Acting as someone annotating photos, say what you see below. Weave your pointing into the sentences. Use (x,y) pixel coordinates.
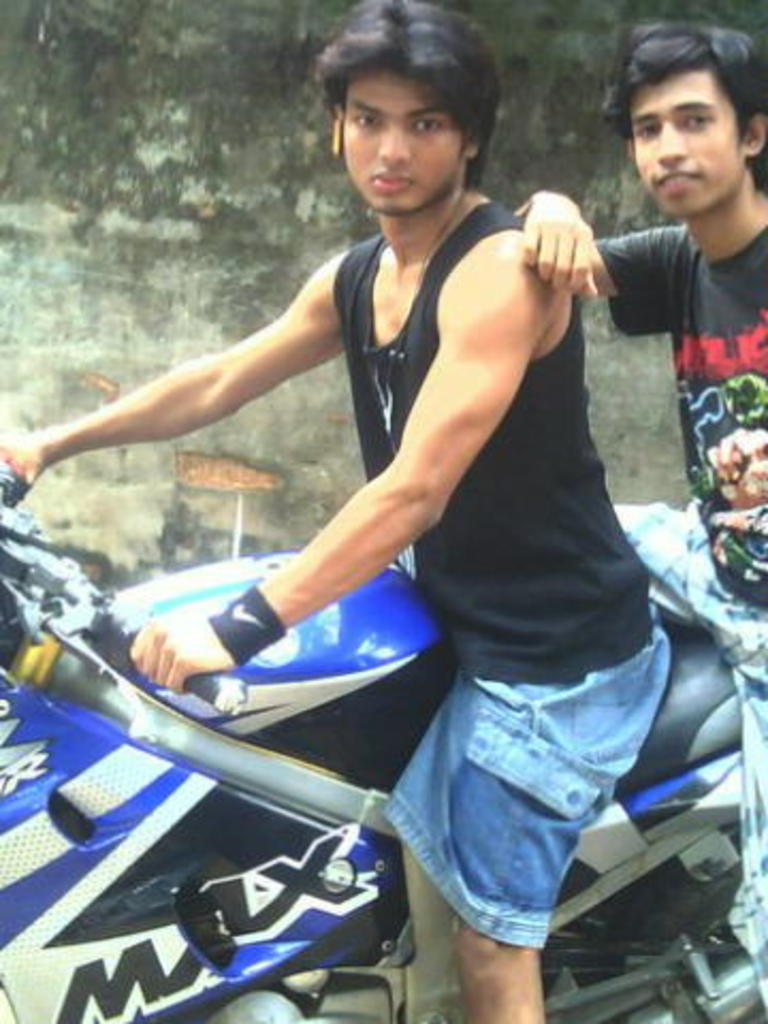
This image is clicked outside. There is a bike (328,694) in the bottom (374,767) which is in blue color. There are 2 persons (482,327) sitting on that bike (335,749), both of them are wearing black t shirt (703,515). One of them is wearing jeans short (589,773). And the other one is wearing light colored pant (752,832). Back side of them there is a wall (253,410).
